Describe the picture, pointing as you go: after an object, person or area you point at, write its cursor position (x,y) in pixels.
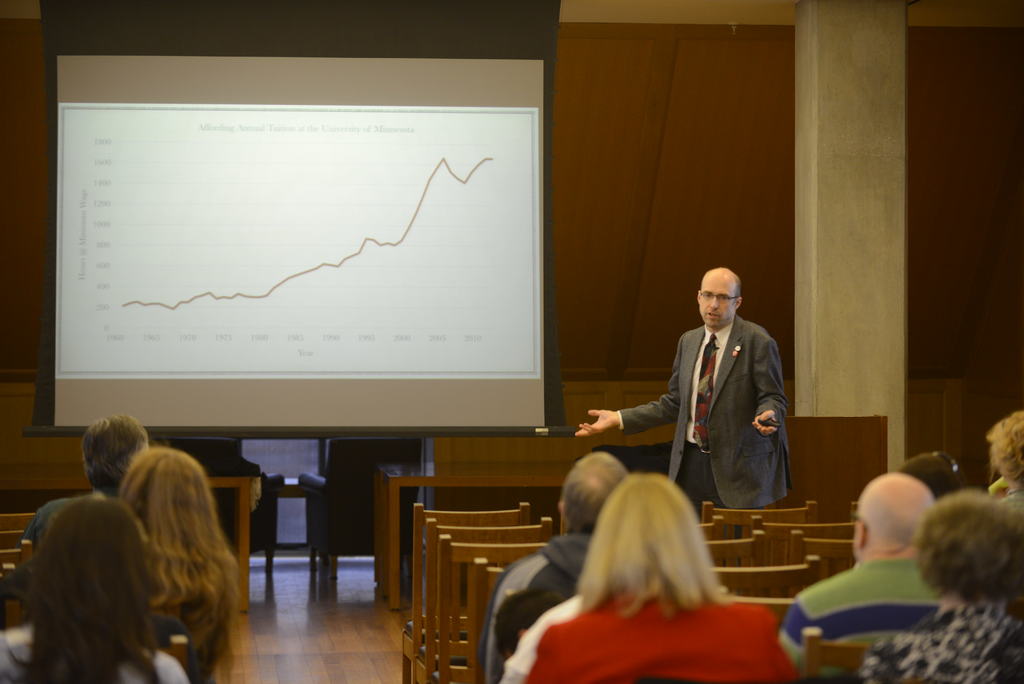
In this image we can see one person (752,352) standing, beside that we can see a projector screen (248,284), at the bottom (987,540) we can see few people (866,596) sitting on the chairs (472,540), in the background (1011,276) we can see the wooden wall (705,70) and a pillar (870,74).
